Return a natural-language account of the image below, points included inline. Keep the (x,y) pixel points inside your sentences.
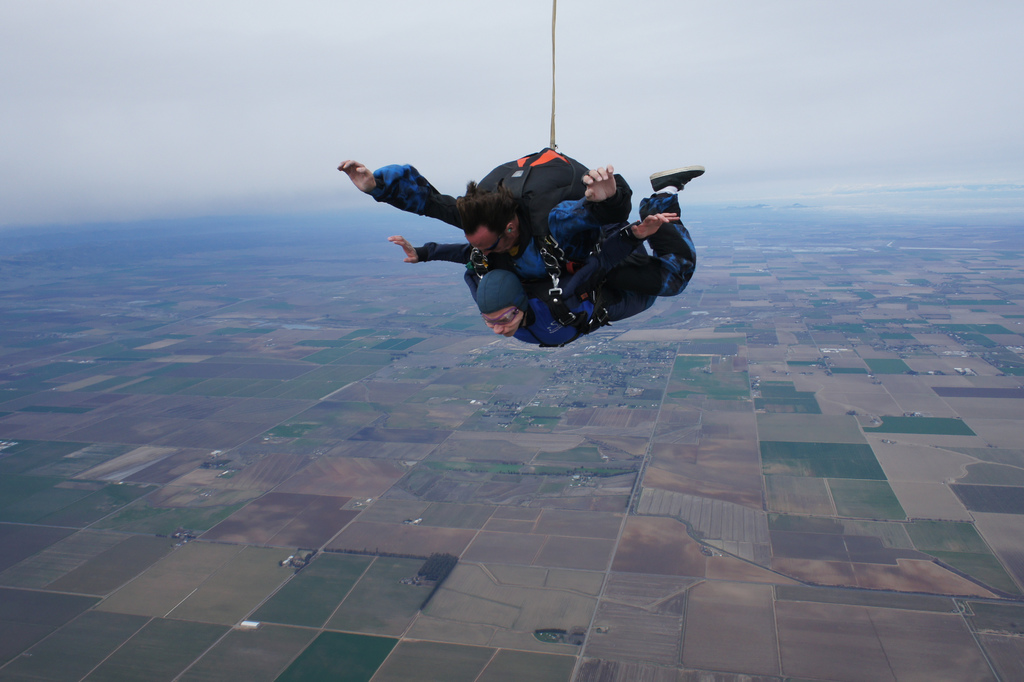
In this image I can see two persons (524,223) in the air (697,150). I can see the ground (172,308). In the background (535,118) I can see the sky (686,156).
